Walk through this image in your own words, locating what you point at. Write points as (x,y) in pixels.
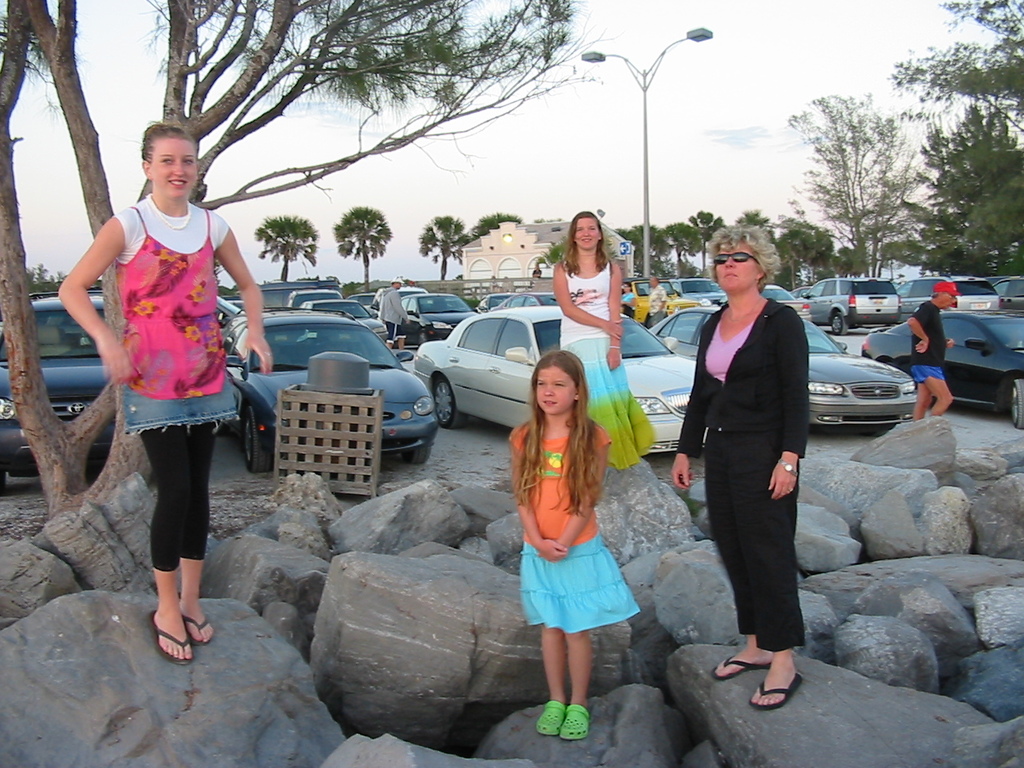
There are four people (602,477) standing on the rocks (401,568). These are the cars (489,325), which are parked. I can see few people (918,320) walking. This looks like a street light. I can see the trees (859,162). Here is a building (500,240). This is the sky (743,100). It might be a wooden object (332,436).
